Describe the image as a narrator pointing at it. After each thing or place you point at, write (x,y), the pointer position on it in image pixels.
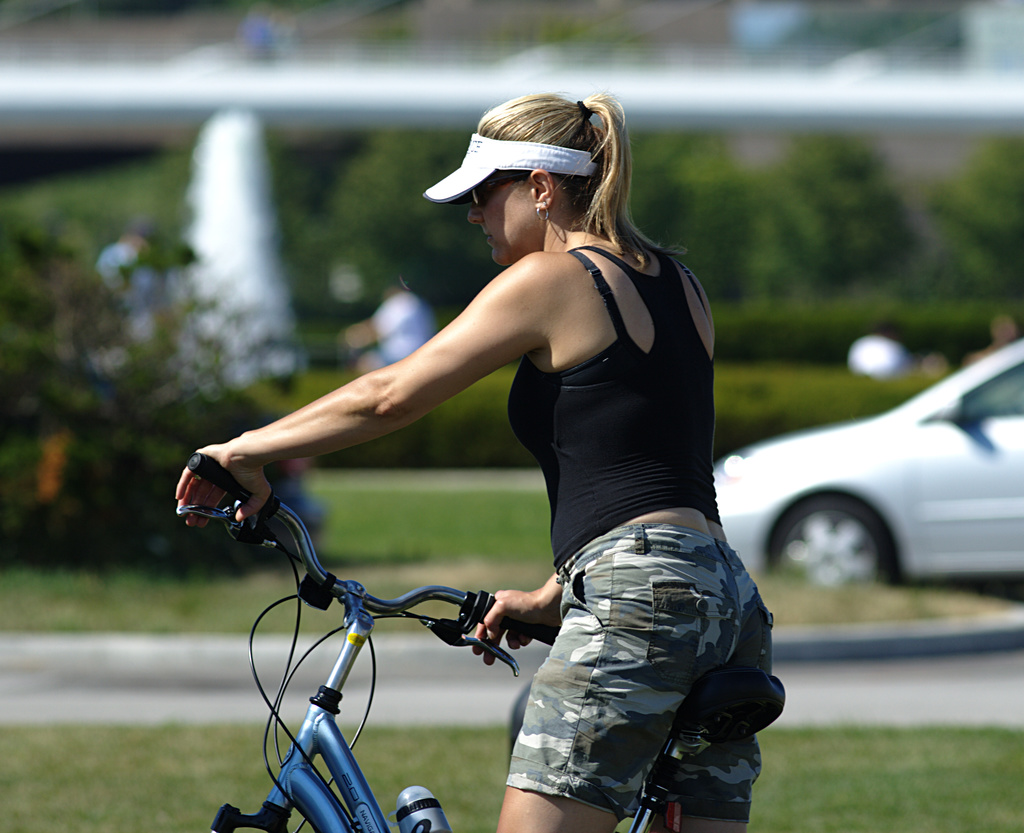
This image is clicked outside. There are trees (144,355) on the left side (94,391) and there is a car (820,564) on the right side (976,495), to that car (821,541) there are tires (845,536), mirror (982,418), headlight (740,461) and there is a woman (680,688) standing with bicycle (353,823) in the middle (400,363). She is wearing black color shirt (648,494) and white color cap (494,165). Bicycle (324,609) is in blue color.
